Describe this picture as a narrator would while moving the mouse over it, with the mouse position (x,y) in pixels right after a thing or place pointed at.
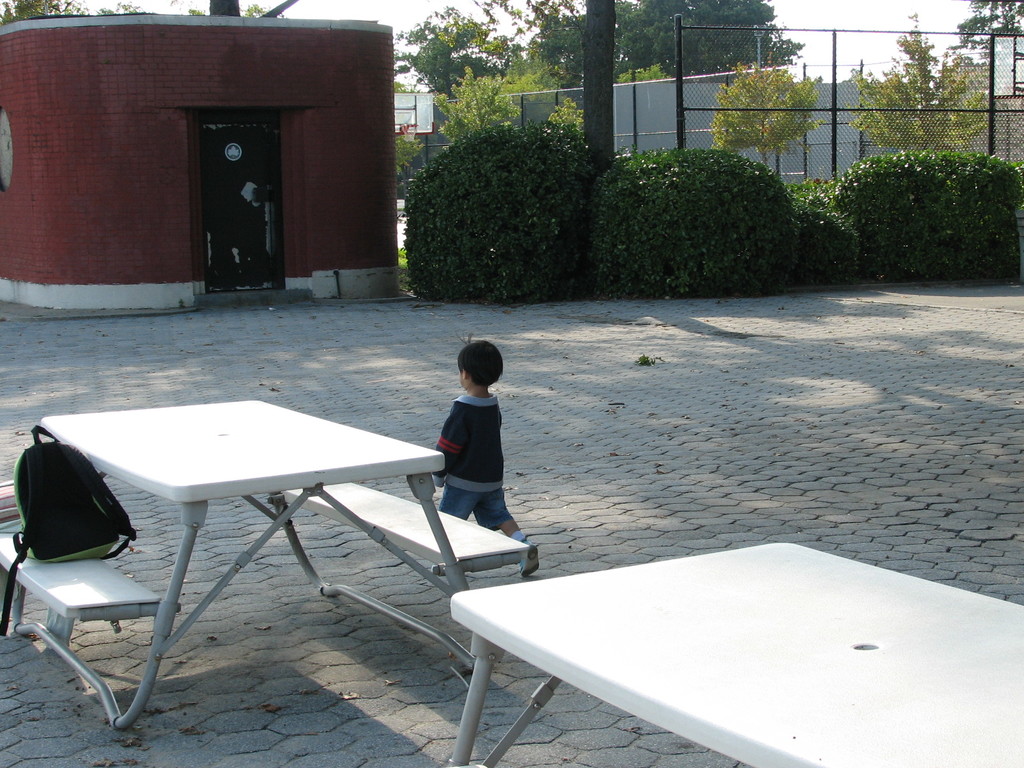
This is a picture of outside of the house (289,264). In the center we have a boy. The boy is walking like slowly. There is a table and bench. There is a bag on a bench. We can see in the background (520,110) there is a tree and sky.
